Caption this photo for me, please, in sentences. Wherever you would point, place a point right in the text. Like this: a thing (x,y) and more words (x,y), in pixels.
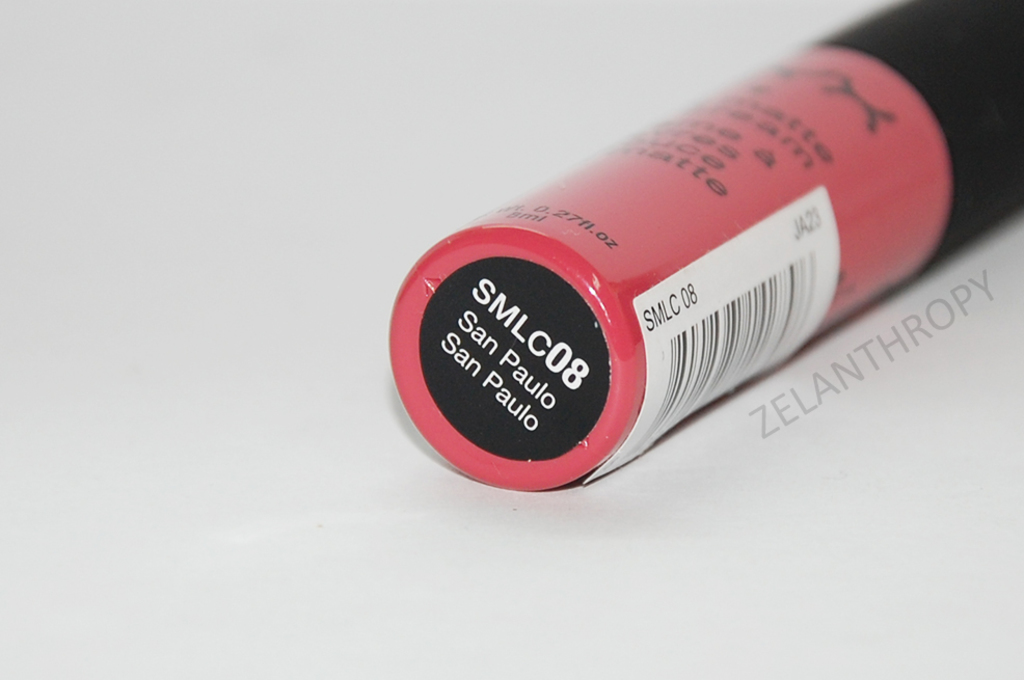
In this image there is a gray colored surface (443,470) and on the right side of the image (713,264) there is an object (575,280) with a text (717,183) on it.
